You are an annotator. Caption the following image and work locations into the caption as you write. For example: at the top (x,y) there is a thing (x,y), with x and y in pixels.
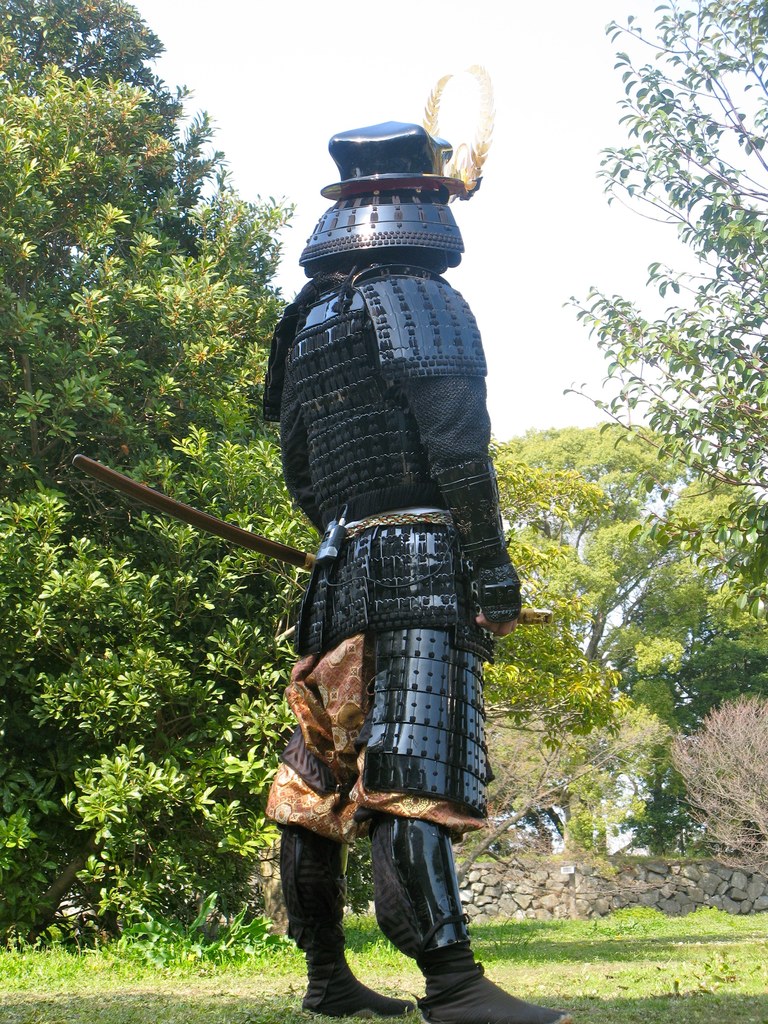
In this image, we can see a person (453,253) wearing an armor (446,386) and holding a sword (535,624) with his hand (494,617). There are some trees (228,513) in the middle of the image (502,461). There is a sky (258,115) at the top of the image (349,76).
